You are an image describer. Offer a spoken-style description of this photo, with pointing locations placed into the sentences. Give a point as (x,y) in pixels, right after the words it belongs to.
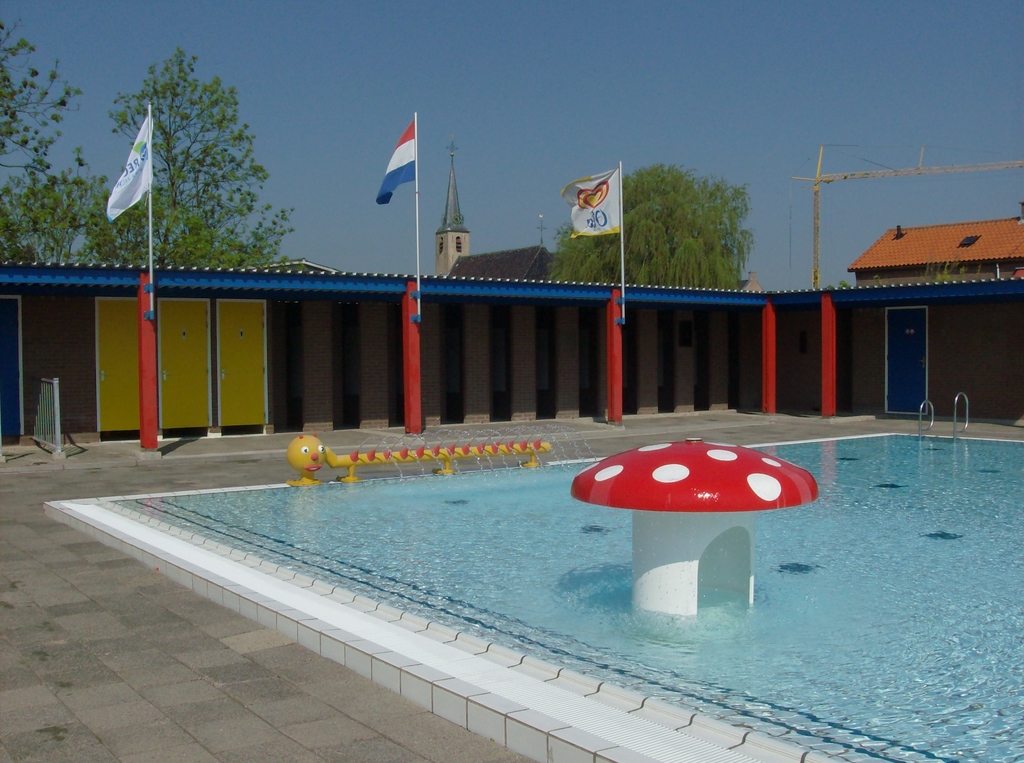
In this picture there is a swimming pool (311,623) at the bottom side of the image (523,560) and there are pillars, cupboards (169,343), flags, and a door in the image and there are houses (888,274) and trees (221,168) in the background area of the image (156,152).
